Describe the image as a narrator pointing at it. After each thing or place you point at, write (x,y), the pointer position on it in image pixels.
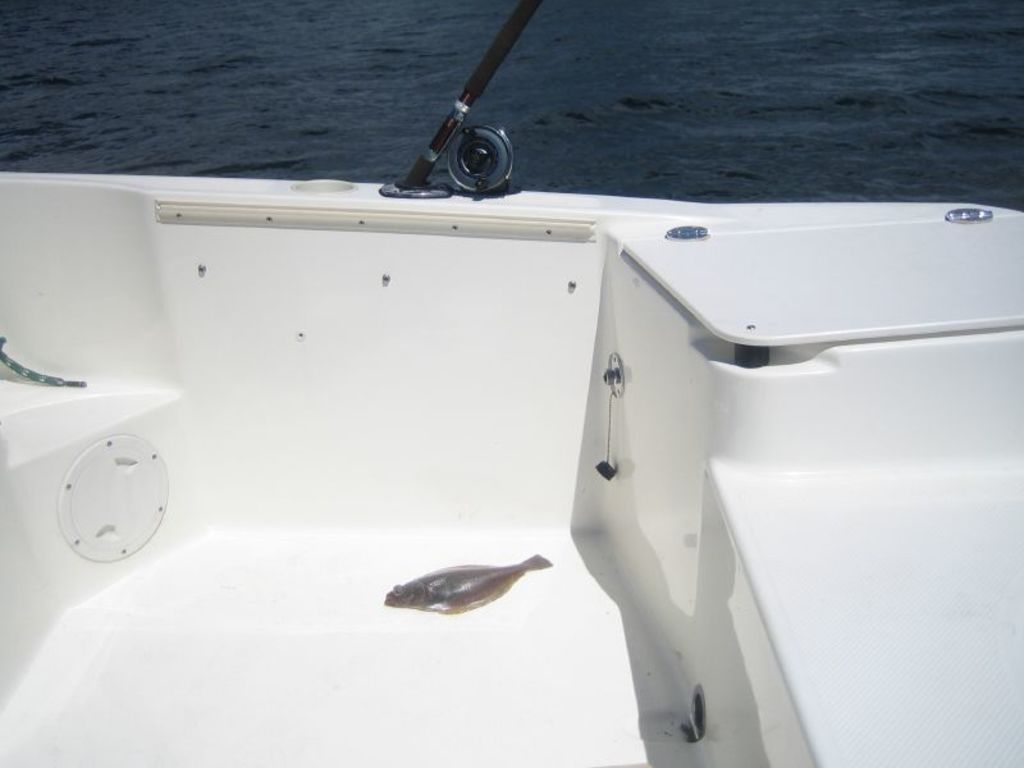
In this picture we can see a fish (398,591) on a boat (458,543) and this boat (197,212) is on the water (543,134), fishing rod (511,45).
